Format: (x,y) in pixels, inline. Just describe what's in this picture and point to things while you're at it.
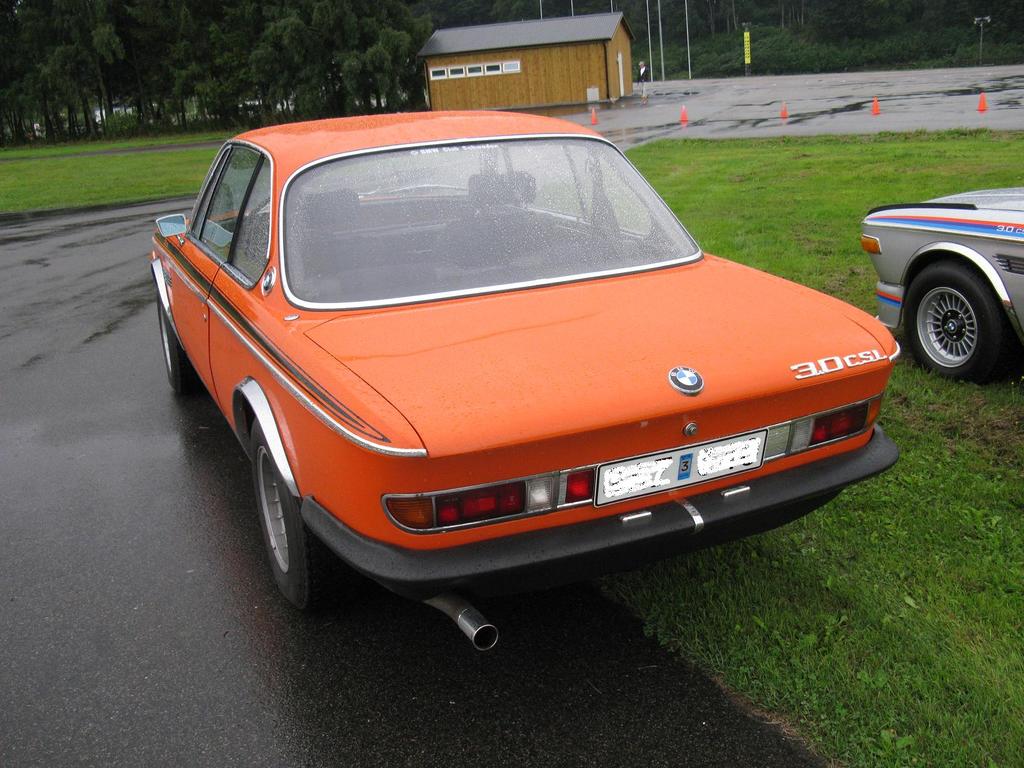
In this picture we can see few cars (739,435) on the grass (796,555), in the background (537,85) we can find few road divider cones (983,100), house (514,32), trees (342,12) and metal rods (648,34).
